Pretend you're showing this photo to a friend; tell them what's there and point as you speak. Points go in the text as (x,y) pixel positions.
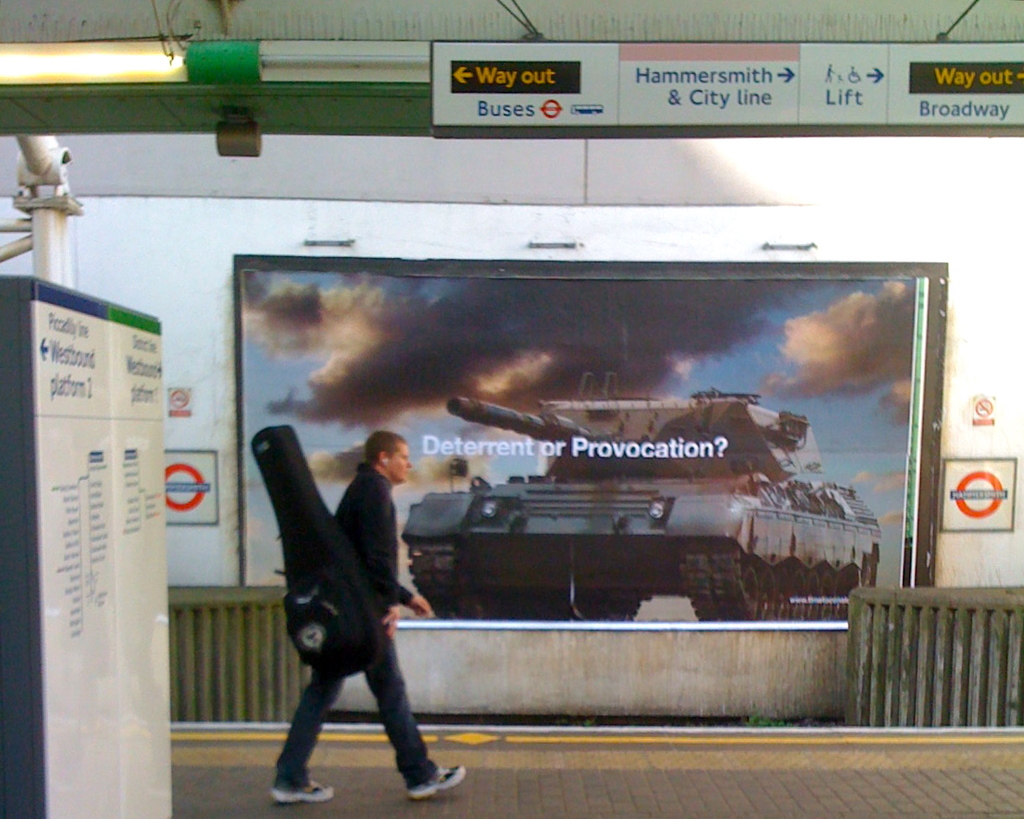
In this image, we can see a person (371,509) walking on the platform (519,773). There is a poster (718,516) in the middle of the image (521,343). There is a board (552,98) at the top of the image (524,70). There is a light (165,81) in the top left of the image (102,49). There is an object (52,459) on the left side of the image (31,421).
